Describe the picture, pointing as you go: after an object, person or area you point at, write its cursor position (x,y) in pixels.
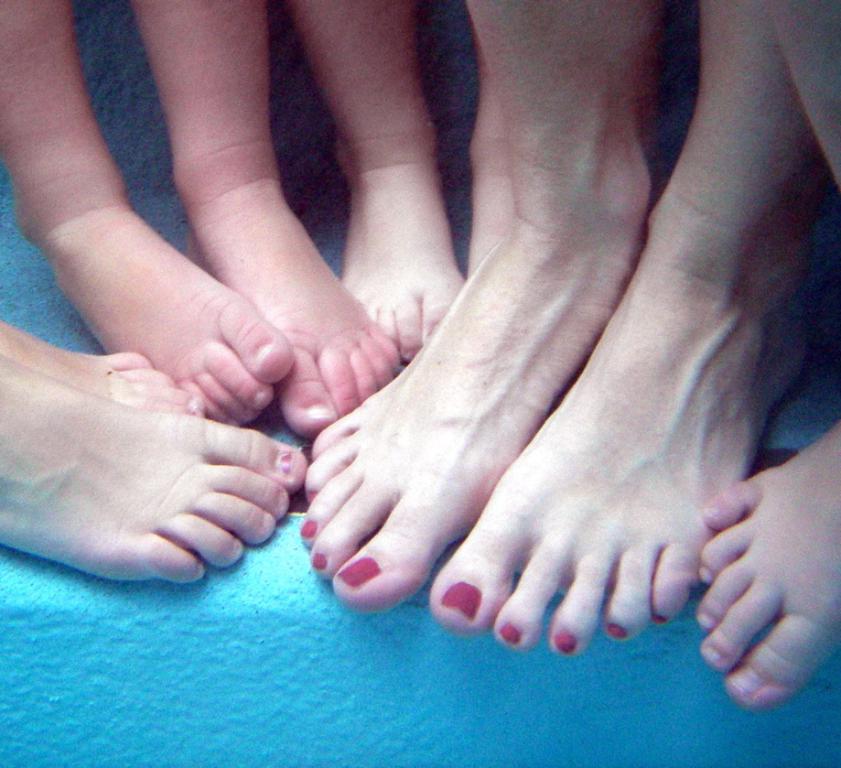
In this picture I can see people legs (353,370) on a blue color surface (401,649).
